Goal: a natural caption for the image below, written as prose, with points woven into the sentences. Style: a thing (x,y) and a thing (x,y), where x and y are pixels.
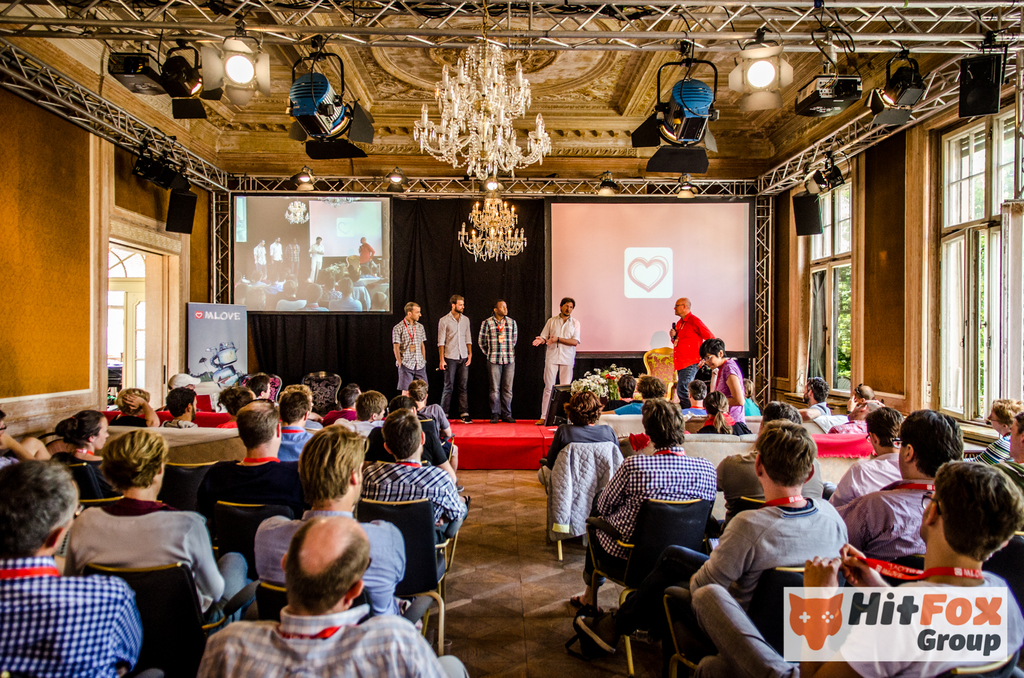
In this picture we can see some people (490,389) are standing and some people (345,467) are sitting on the chairs (680,588). This is the floor (505,550) and this is the stage (506,440). There is a screen (654,278) on the background (645,244) and this is the ceiling light (468,104). And there is a wall (41,257), this is the door (135,311) and these are the lights (261,81).
